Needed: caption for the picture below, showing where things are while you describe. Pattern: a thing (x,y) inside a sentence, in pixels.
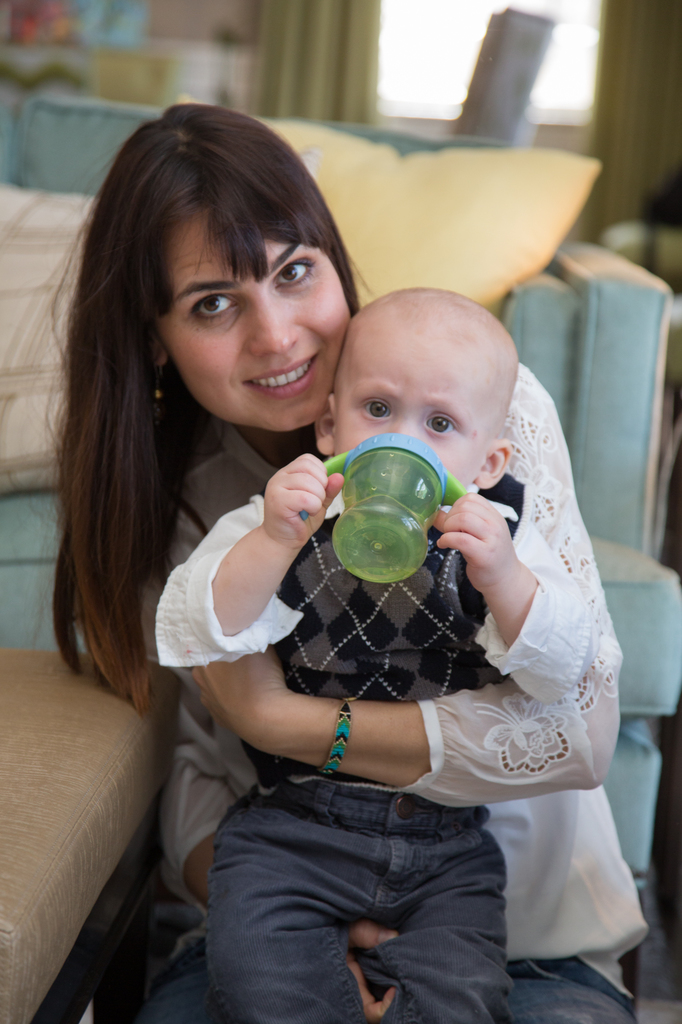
The image is inside the room (473,539). In the image there are two people (234,476) woman (241,506) and a kid (268,517), woman (456,761) is holding a kid (269,555), in background (596,271) we can see couches (589,267), pillows (429,202) and curtain (376,28) in green color.
